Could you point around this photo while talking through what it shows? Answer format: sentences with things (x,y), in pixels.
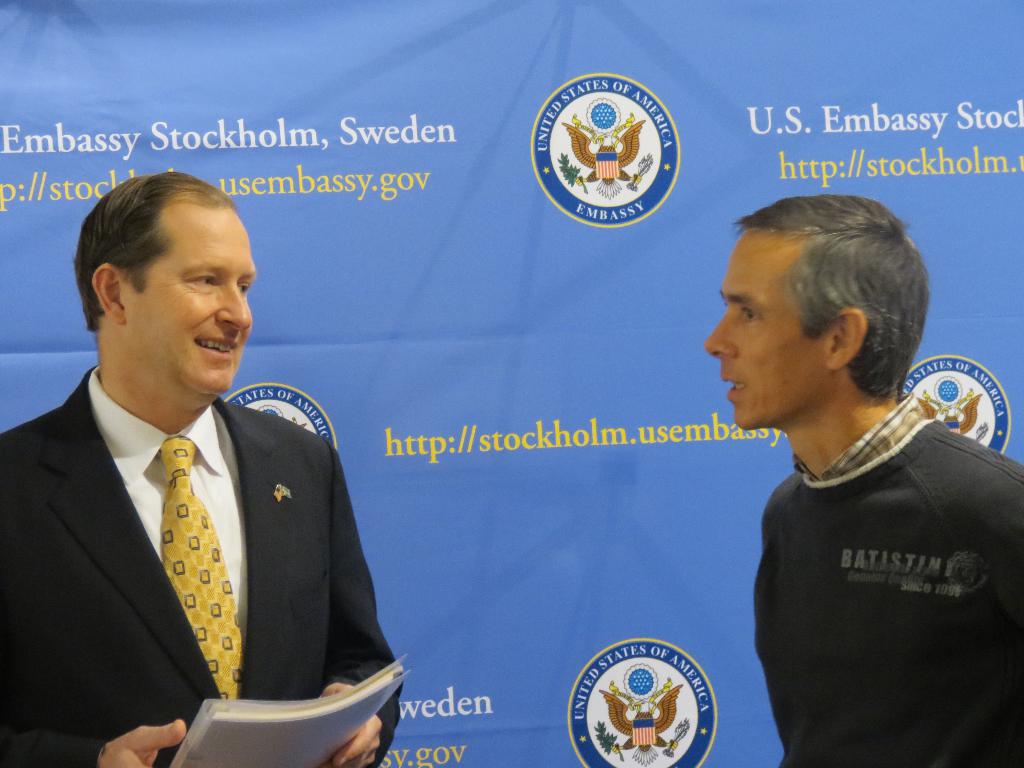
In the foreground of this image (844,504), there are two men (801,561) standing where a man (183,540) is holding a book (338,717). In the background (468,240), there is a banner (420,261).
